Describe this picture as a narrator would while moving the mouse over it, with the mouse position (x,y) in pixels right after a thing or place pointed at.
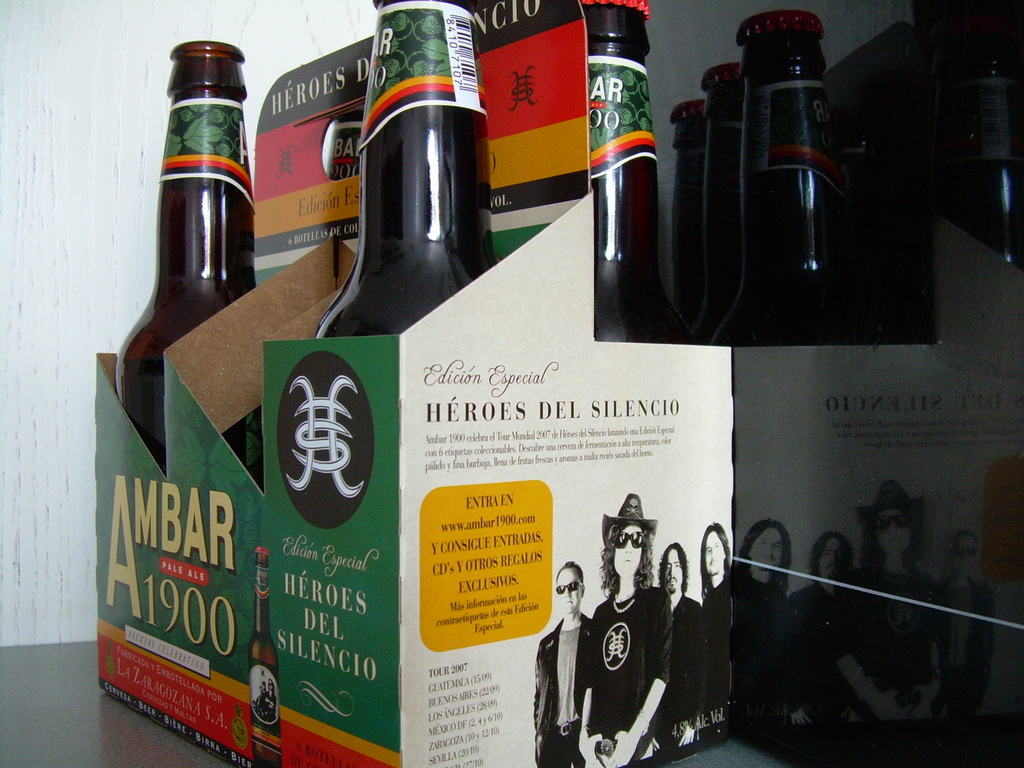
In the center of the image (642,265) there are bottles (166,288) arranged in a box (152,532). In the background of the image (55,213) there is a wall (114,82).
